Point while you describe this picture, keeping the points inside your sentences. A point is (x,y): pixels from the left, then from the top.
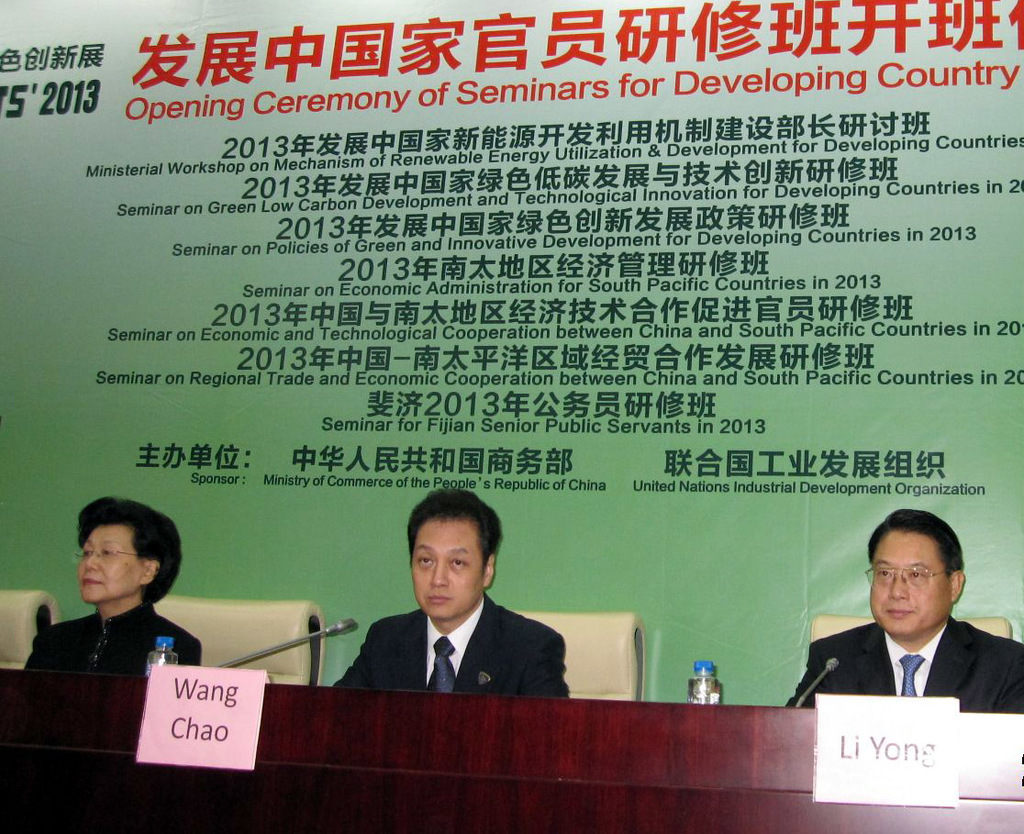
At the bottom (177,715) I can see three persons (464,601) are sitting on the chairs (8,606) in front of a table (647,736) on which I can see boards (821,782), bottles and mike's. In the background (690,642) I can see text (577,175) and a poster (580,315). This image is taken may be in a hall (145,401).
